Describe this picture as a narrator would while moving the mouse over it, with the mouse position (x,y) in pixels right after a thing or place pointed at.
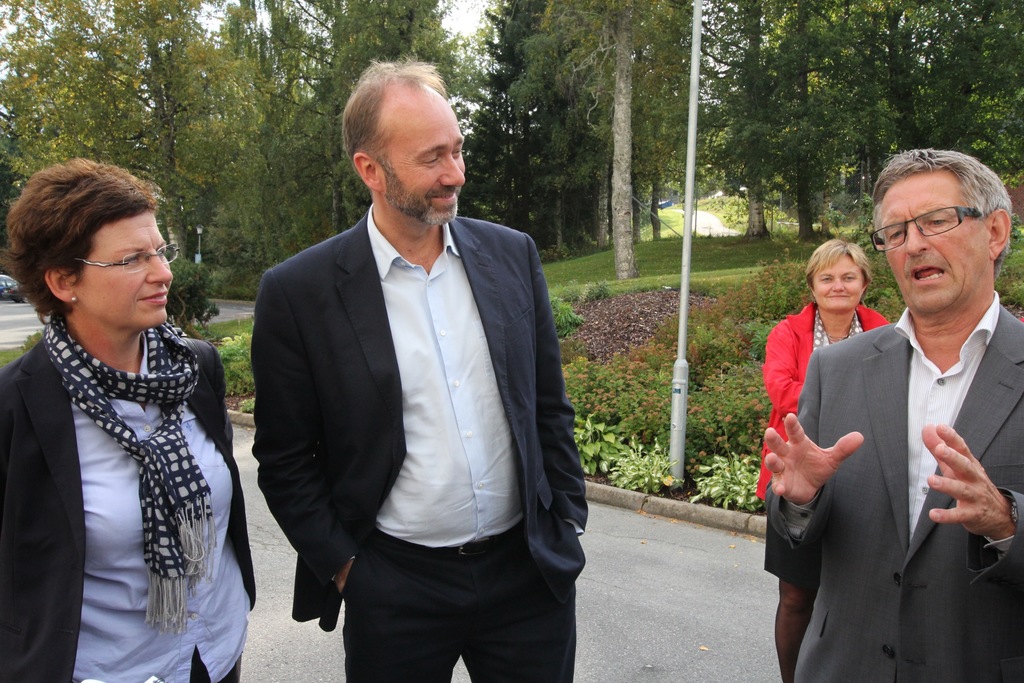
In the image there are two men (408,312) and two women (102,301) in suits (910,570) standing on the road (657,542) and talking, behind them there are plants (692,366) and trees (194,120) all over the land (669,490), on the left side (11,291) corner there is car (3,280) visible in the background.
